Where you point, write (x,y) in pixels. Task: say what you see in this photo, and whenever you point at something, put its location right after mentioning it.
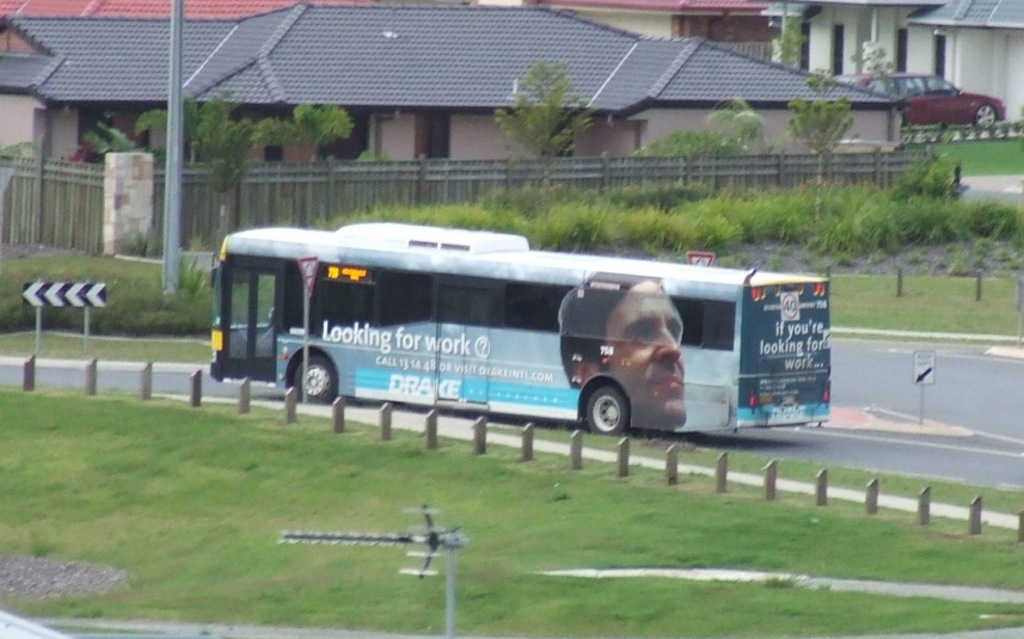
At the bottom of the image (514,498) there is grass (29,457) on the ground (962,511). And also there are fencing poles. In front of the poles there is a road (910,376) with bus (240,326). In the background (434,159) there are houses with walls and roofs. And also there are fencing (450,164) to the houses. There are trees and plants (943,133). And also there are poles (923,376) with sign boards (923,369). There is a car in front of the house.
